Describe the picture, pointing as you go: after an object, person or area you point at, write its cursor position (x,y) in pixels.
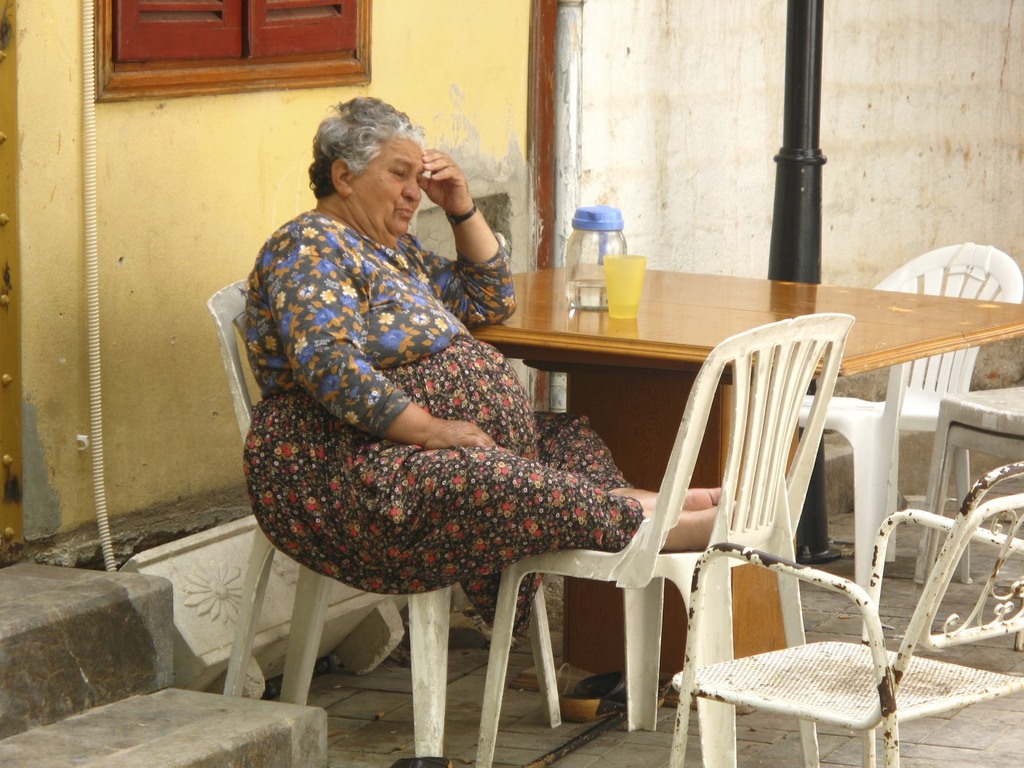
As we can see in the image there is a woman (364,416) who sitting on a chair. She is resting her legs (691,516) on another chair (765,470) and beside her there is a table (648,317) on which there is a jug (586,250) of water (588,296) is kept and beside it there a yellow colour glass (628,287) and at the back of the table (562,297) there is a wall (710,101) and in front of it there is a black colour pole (809,162) and behind the woman (324,231) there is yellow colour wall (167,200) and above it there red colour window (212,30) and beside it there are stairs (155,657).
